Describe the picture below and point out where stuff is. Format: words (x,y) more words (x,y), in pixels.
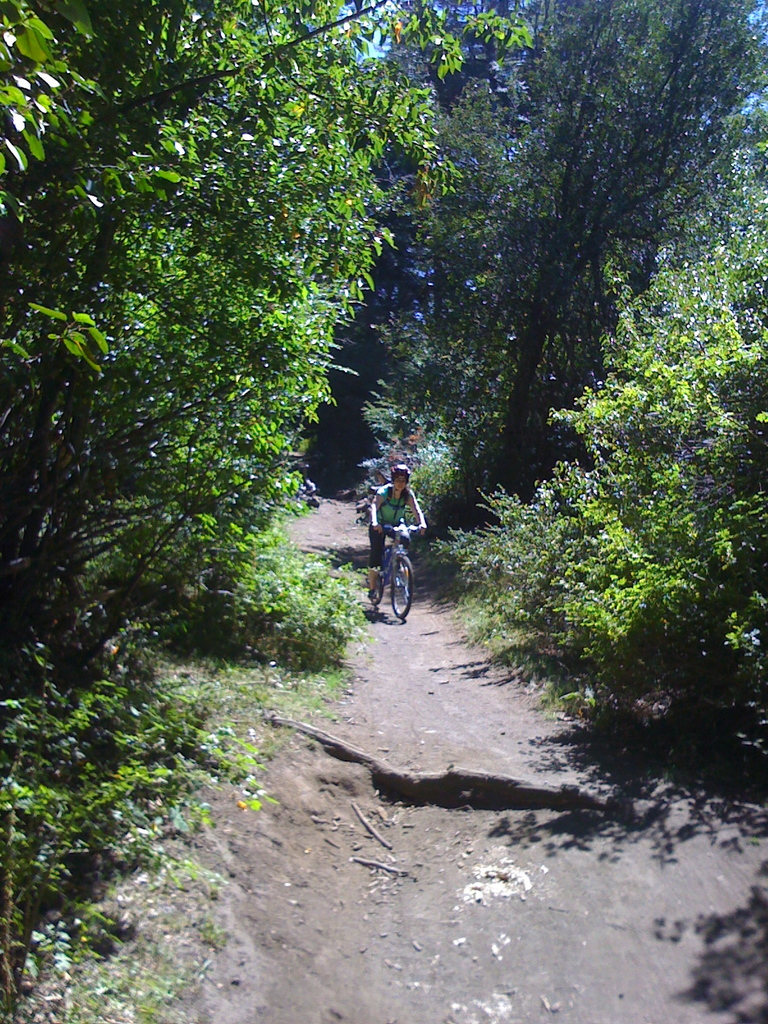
In this picture we can see a person (394,516) with a helmet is riding a bicycle (388,579) and on the left (51,410) and right side of the person (397,483) there are trees (365,383). On the walkway (418,804) it looks like a branch (494,790) and behind the trees (358,116) there is the sky (387,38).
